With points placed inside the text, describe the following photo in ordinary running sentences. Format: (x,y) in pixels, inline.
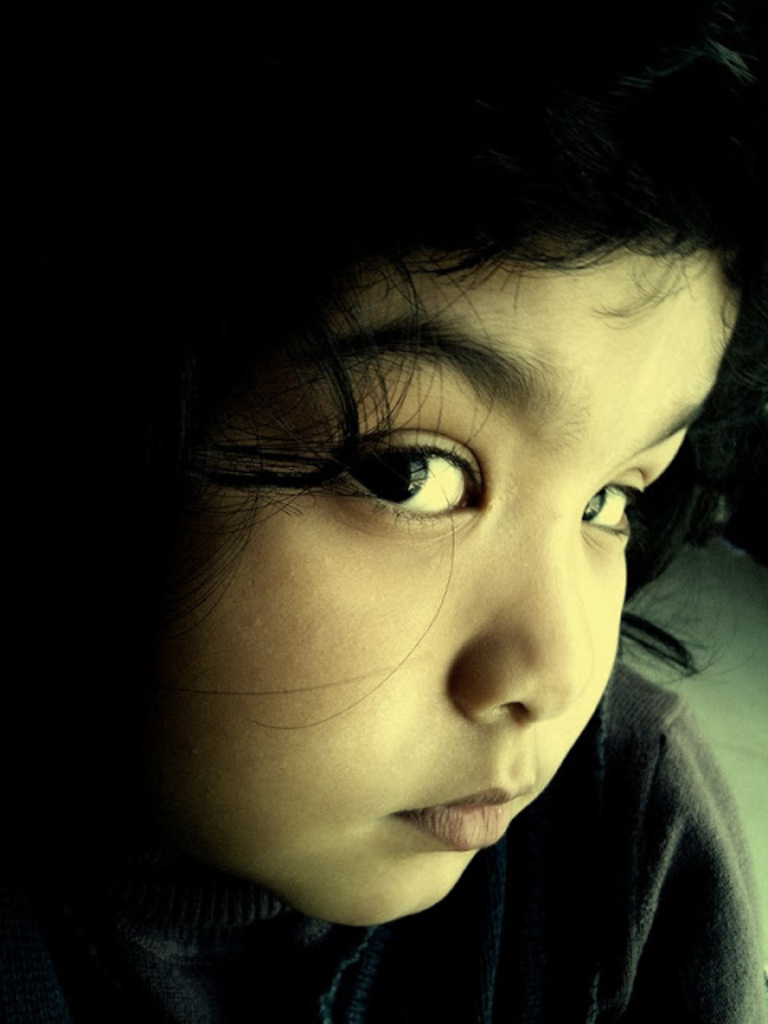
In this picture we can see a child (546,320) and in the background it is dark.
